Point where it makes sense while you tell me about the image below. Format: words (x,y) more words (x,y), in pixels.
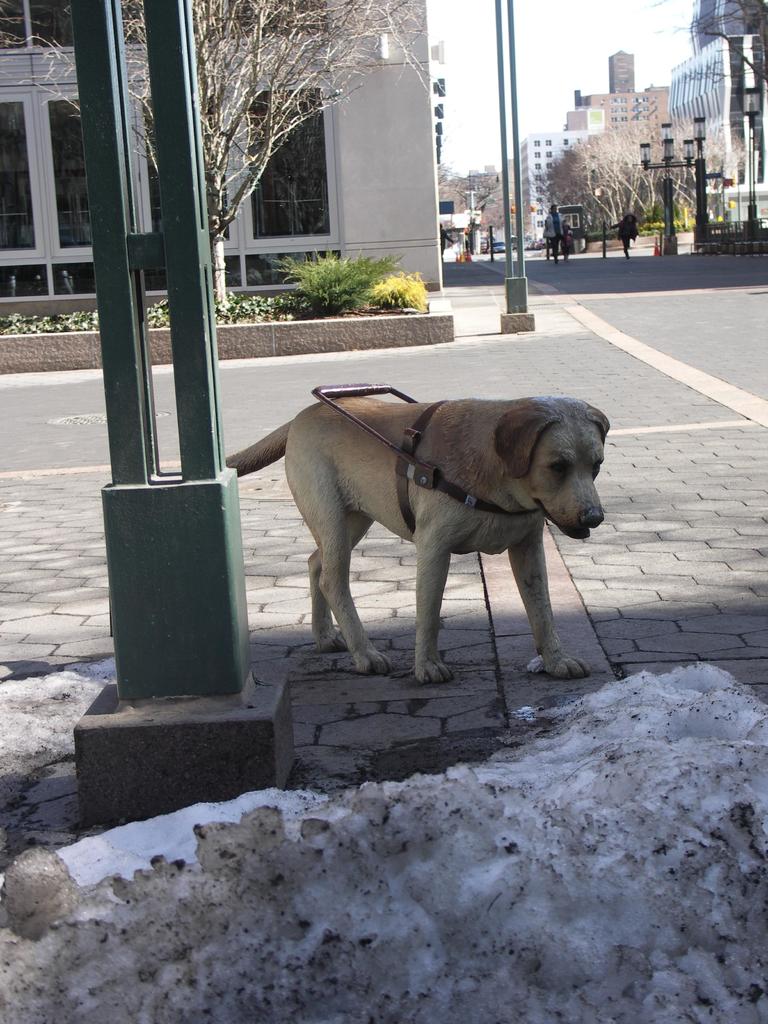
This picture is clicked outside. In the foreground (581,909) we can see the white particles (328,900) seems to be the snow (410,815) and we can see a dog (354,539) seems to be standing on the pavement (315,652) and we can see the metal objects (186,291), grass (337,284), plants (375,271), trees (654,180), group of persons (568,229) and buildings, sky (561,49) and some other objects (256,339).
